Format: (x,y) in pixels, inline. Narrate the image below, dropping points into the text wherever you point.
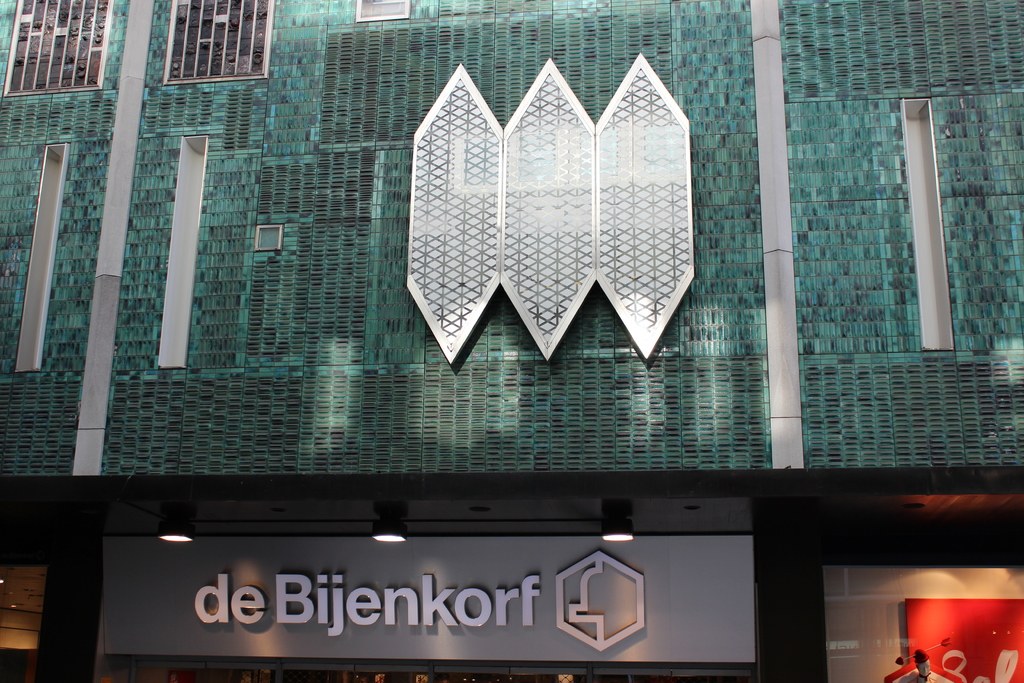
In this picture we can see a building (739,27), boards (630,568), mannequin (935,680) and lights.
